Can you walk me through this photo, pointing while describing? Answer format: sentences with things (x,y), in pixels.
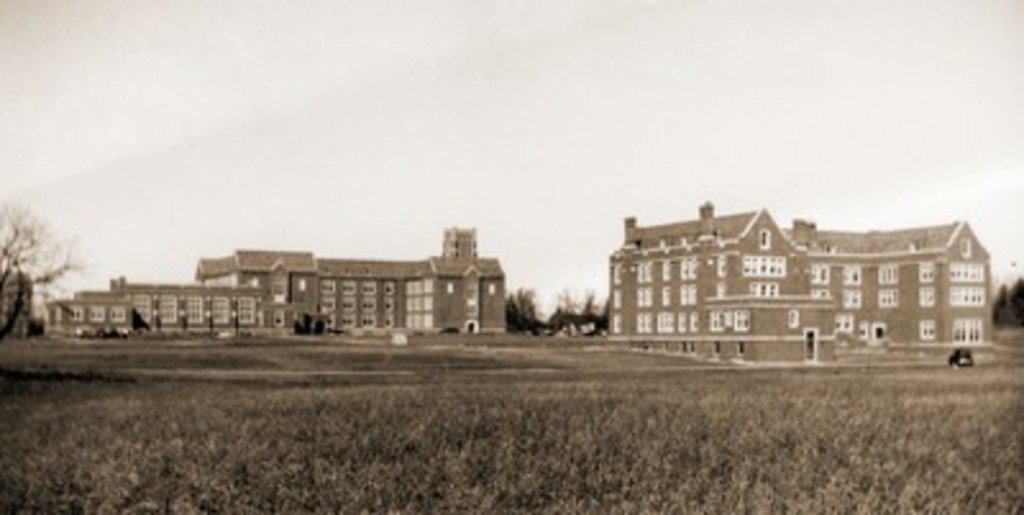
This is a black and white picture, in the back (317,308) there are two buildings (302,309) on the grassland (778,407) and there are trees (519,321) behind it.
